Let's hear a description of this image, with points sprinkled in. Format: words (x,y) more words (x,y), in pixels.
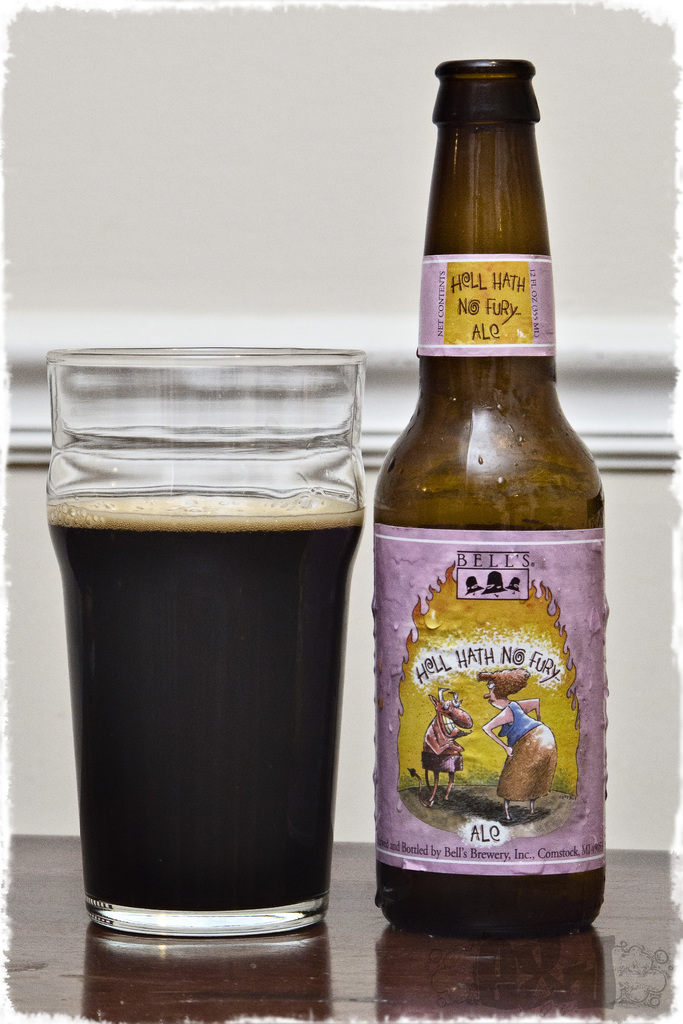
In this picture there is a glass (245,709) and a bottle (482,563). On this bottle (503,728) there is a woman (526,732) and a devil (443,756) is standing. the label (544,555) is pink in color. This glass (316,639) and bottle (457,916) are on the table (290,978).
